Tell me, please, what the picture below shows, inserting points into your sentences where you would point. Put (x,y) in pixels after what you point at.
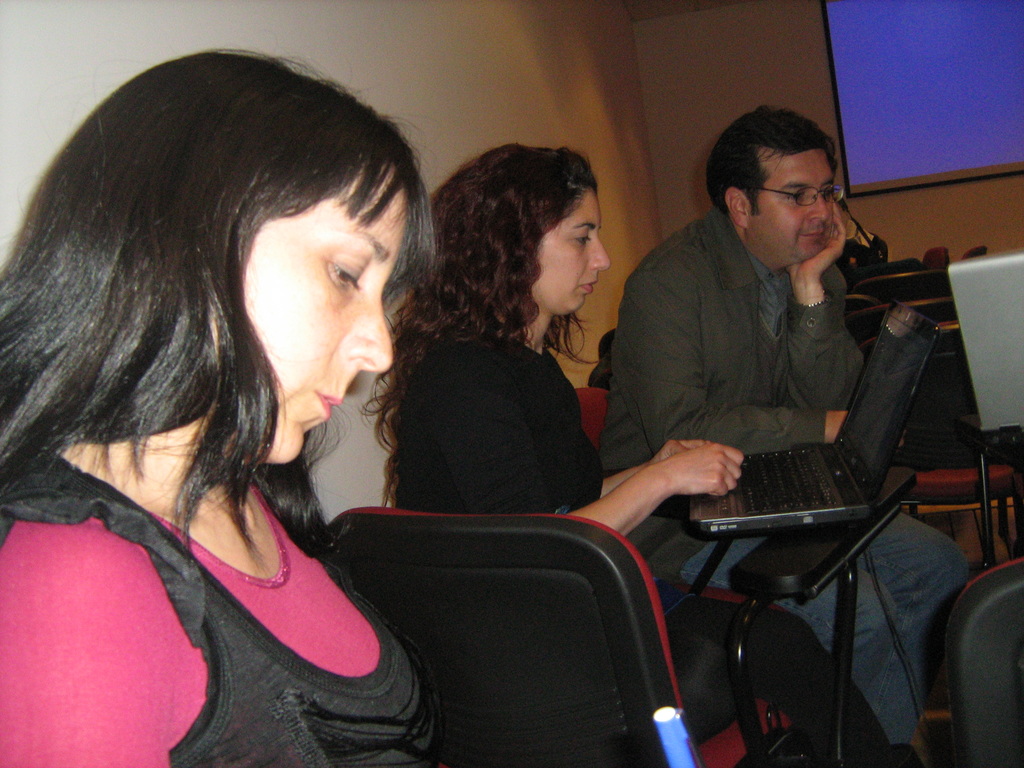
In this picture we can see three people (157,689), here we can see chairs (839,675), laptops (1005,377) and some objects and in the background (1013,201) we can see a wall (1008,215), projector screen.
